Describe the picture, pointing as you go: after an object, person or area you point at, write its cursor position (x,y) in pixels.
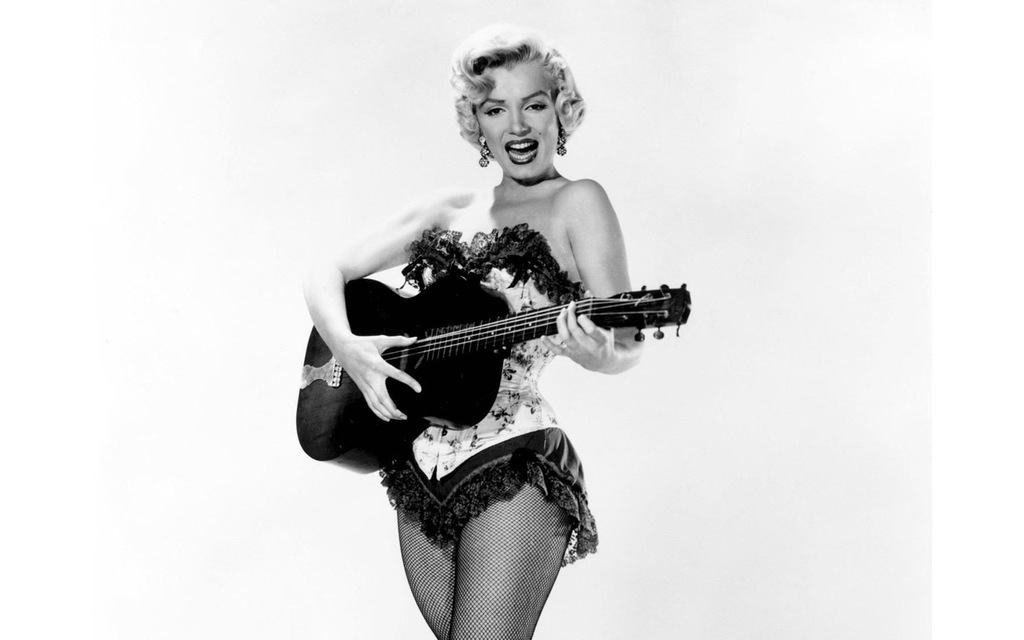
In this image there is a lady (541,196) who is standing at the center of the image (507,339) by holding a guitar (475,299) in her hand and the area of the background (335,13) is white in color.
